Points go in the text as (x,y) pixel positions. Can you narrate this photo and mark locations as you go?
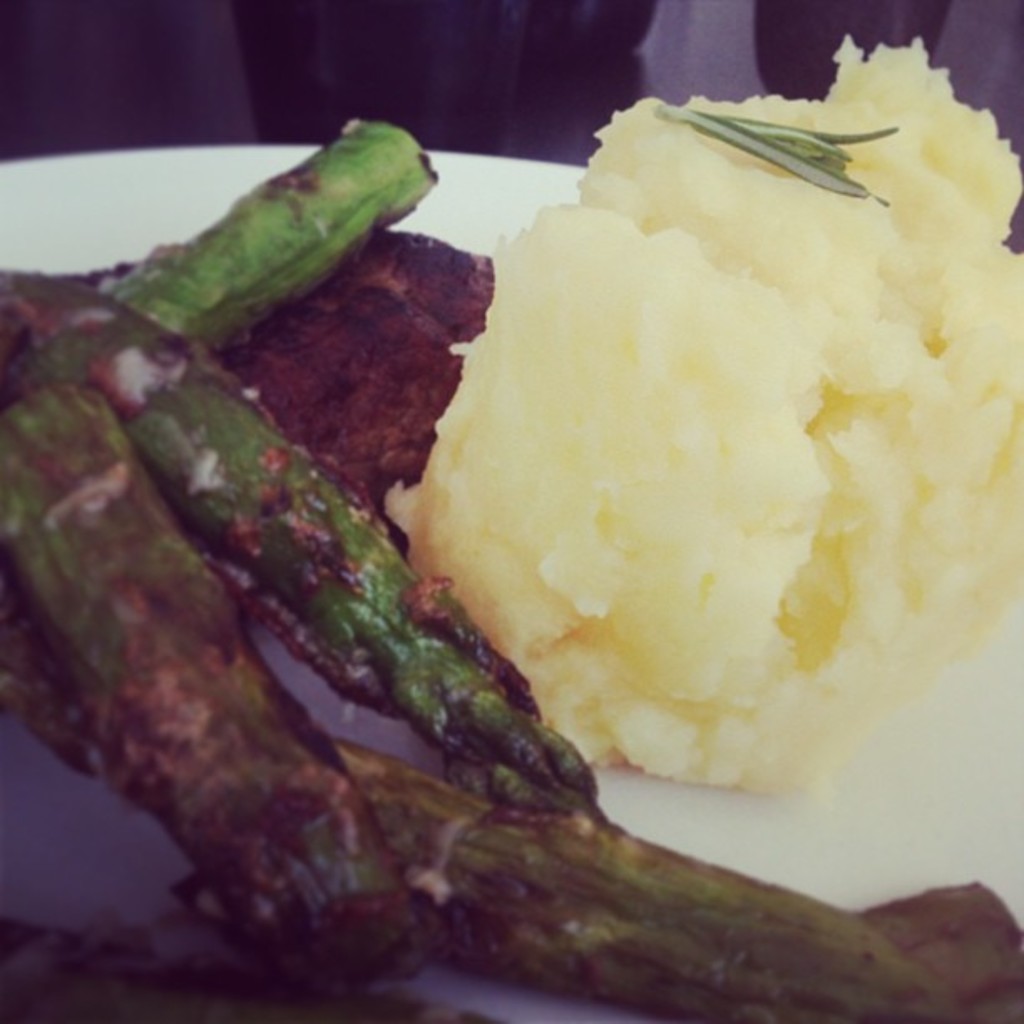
These are the food items (724,723) in a white color plate (746,818).
